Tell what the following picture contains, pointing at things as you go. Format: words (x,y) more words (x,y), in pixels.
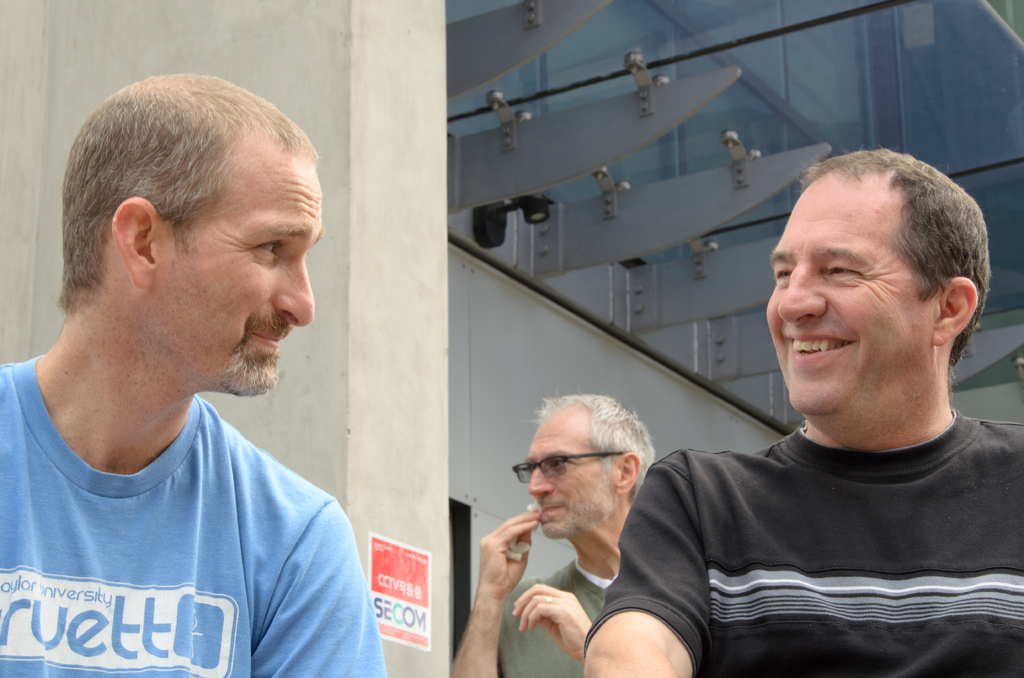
In this image, we can see three persons (311,537) wearing clothes (308,535) in front of the wall (452,362).
